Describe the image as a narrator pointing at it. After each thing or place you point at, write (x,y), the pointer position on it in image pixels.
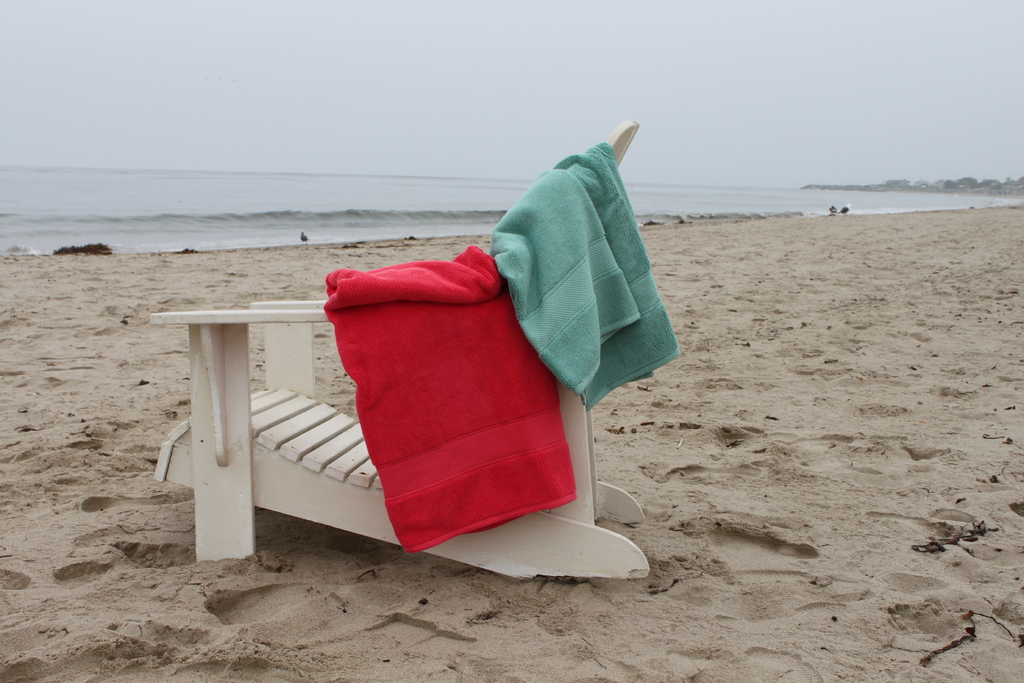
In this picture there are two towels (572,280) on the wooden chair (515,563). At the bottom (623,643) we can see the sand (678,675). On the right (966,184) background we can see the trees (945,187) and mountain (1004,187). In the background (491,187) we can see the ocean (364,208). On the left (303,242) there is a bird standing on the beach (292,248). On the right (842,209) there are two birds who are standing near to the water (807,211). At the top (642,29) we can see sky (500,40) and clouds (500,40).
